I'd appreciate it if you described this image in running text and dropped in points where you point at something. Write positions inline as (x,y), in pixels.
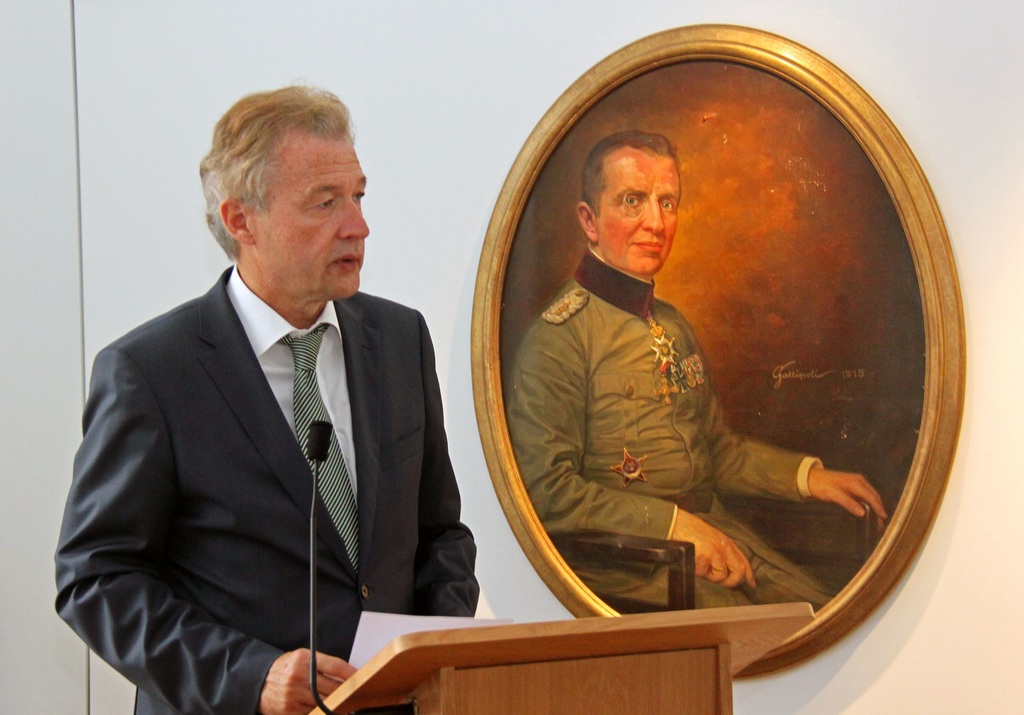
As we can see in the image there is a wall (1000,322), photo frame (875,186), a man (423,317) wearing black color jacket (370,610) and holding paper (352,656) and in the front (312,438) there is a mic (320,449).
